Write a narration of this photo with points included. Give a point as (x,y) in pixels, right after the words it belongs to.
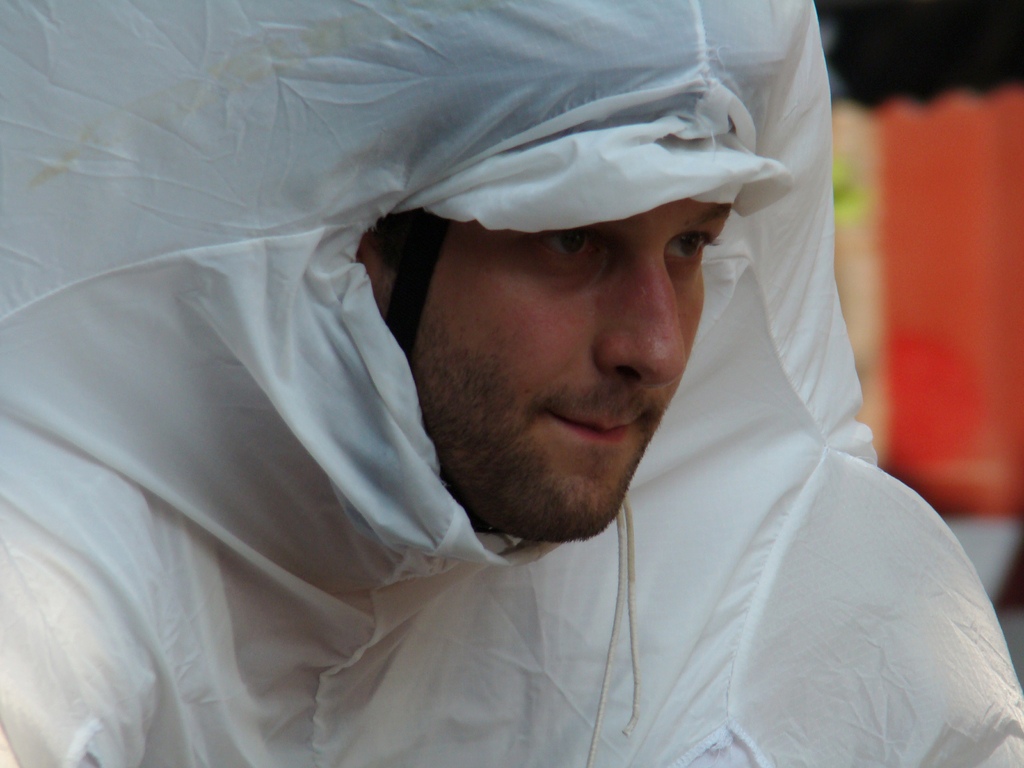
Here I can see a person (301,531) wearing a raincoat (268,476) and looking at the right side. The background (925,145) is blurred.
